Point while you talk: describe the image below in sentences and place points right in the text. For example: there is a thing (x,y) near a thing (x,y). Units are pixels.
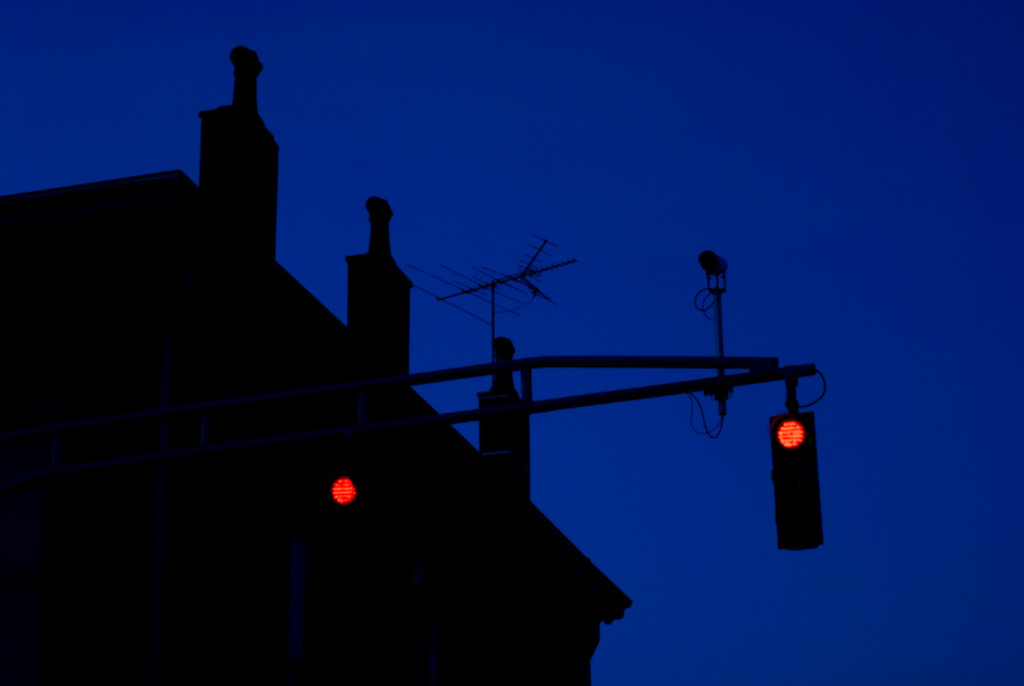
In this picture we can see traffic lights (814,525), on the left side (309,471) there is a building (256,467), we can see an antenna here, there is the sky (504,137) at the top of the picture (464,72).
